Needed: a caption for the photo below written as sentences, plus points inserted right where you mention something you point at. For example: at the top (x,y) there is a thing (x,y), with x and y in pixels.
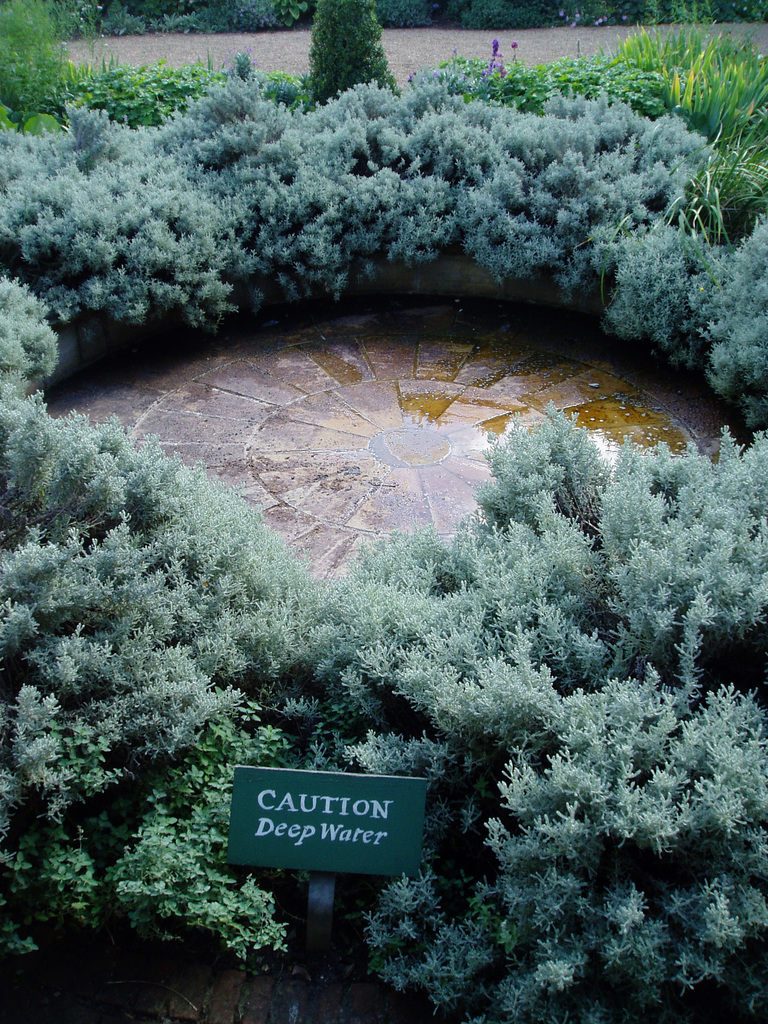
In this image, we can see the ground (258,345). We can see some trees (561,206), plants (628,230). We can also see a board (385,834) with some text (332,825).
